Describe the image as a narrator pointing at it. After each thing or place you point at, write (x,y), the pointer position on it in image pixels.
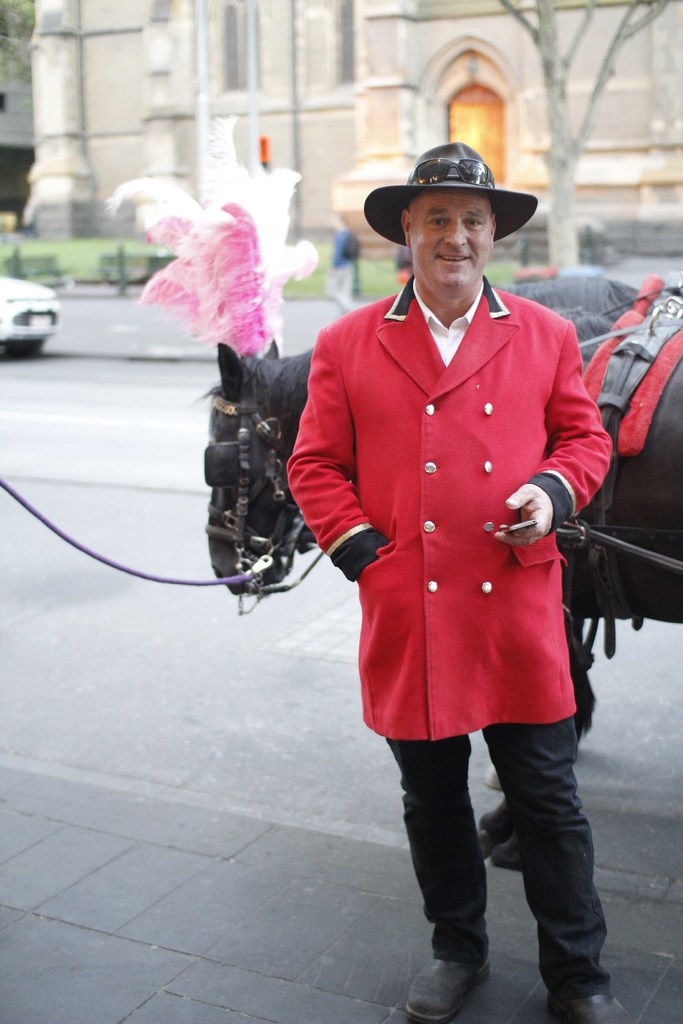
In this image there is a person (430,465) standing, a horse (666,390) decorated with feathers (209,250), vehicle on the road (169,376), buildings (18,176), grass (149,254), plants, benches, trees (27,17).
